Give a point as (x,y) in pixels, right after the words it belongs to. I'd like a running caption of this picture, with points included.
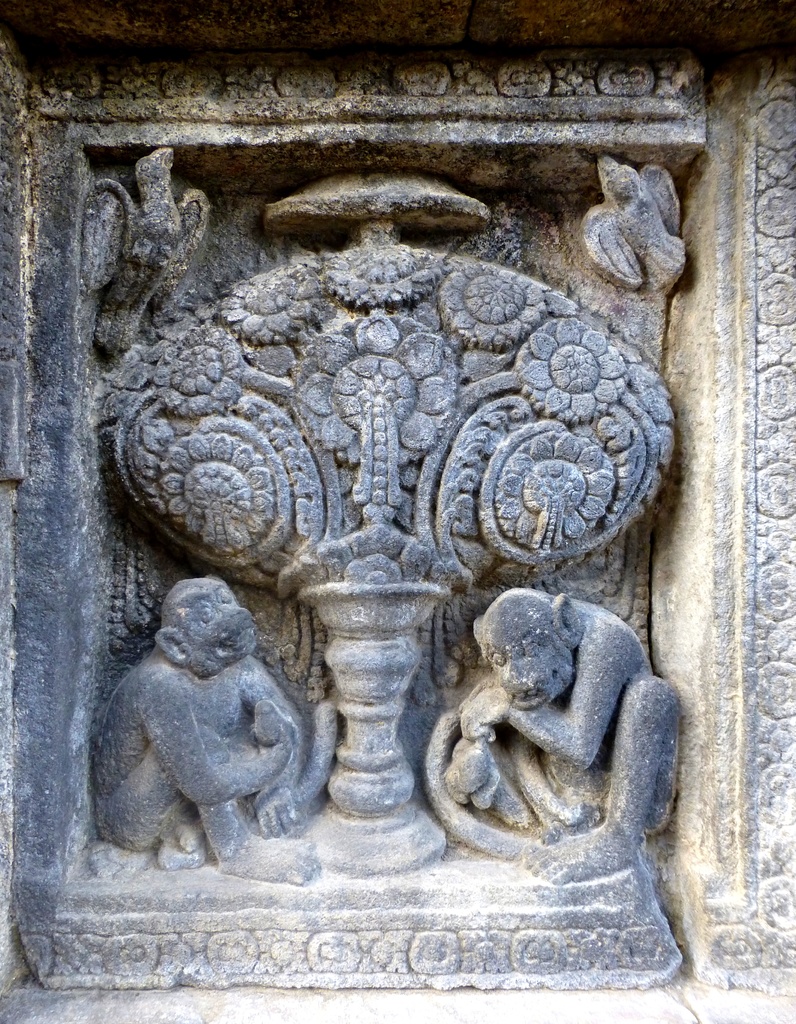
In this picture we can see carved stone (560,495).
